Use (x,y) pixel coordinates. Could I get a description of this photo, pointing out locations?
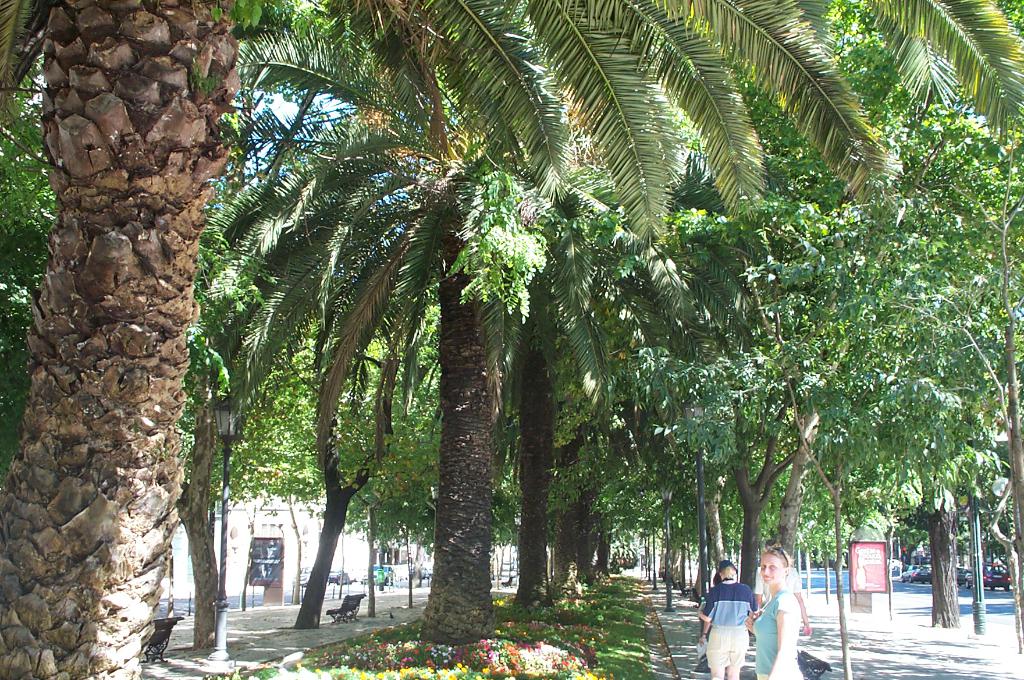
In this picture we can see some people (715,592) standing on a path (678,594), trees (449,321), benches (327,616), poles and in the background (909,580) we can see cars (989,565) on the road (1008,602).
